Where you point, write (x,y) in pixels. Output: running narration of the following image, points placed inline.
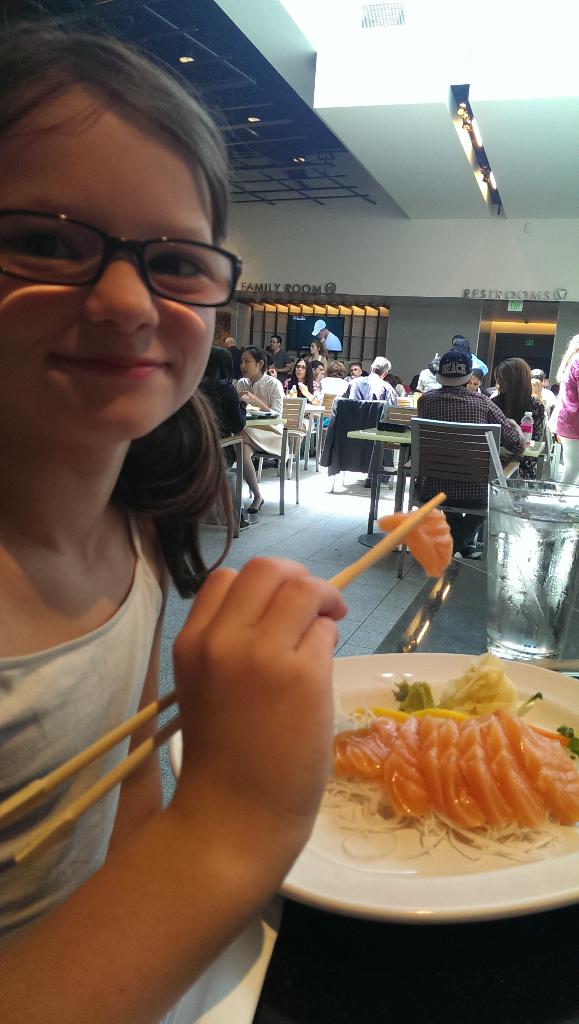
In the image there is a girl (147,546) on left side (141,731) holding chopsticks (404,529) with food (413,534) in it, in front of her there is a plate (498,894) with food (458,768) on table (426,964), this seems to be clicked in restaurant (412,431), in the back (304,384) there are many people (298,379) sitting on either side of table (538,441) eating.
